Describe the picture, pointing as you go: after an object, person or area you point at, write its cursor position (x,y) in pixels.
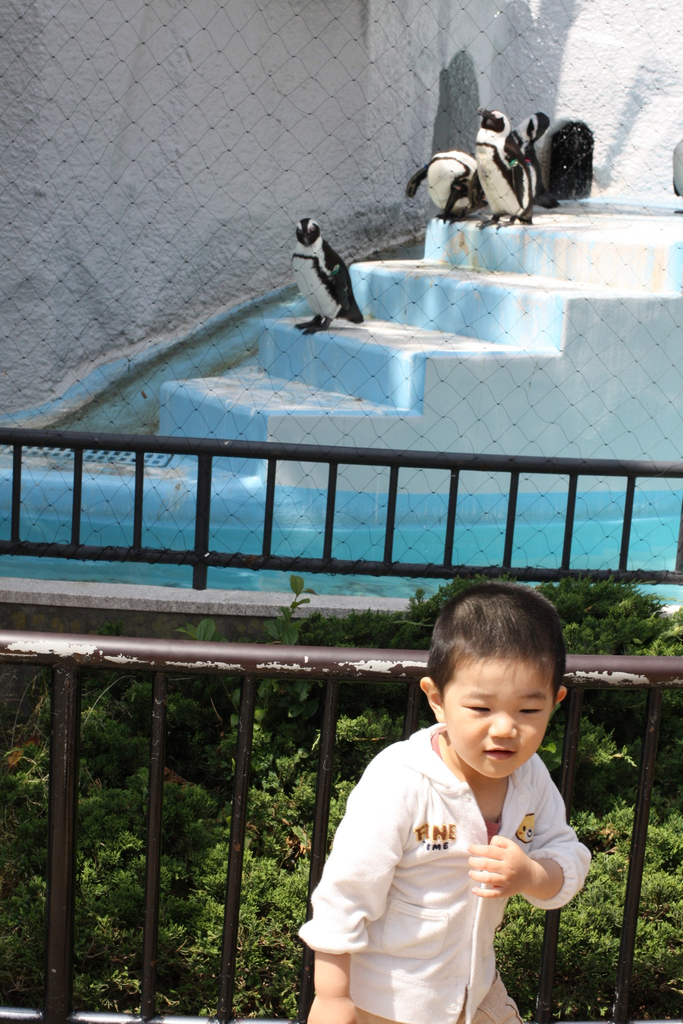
here is a child (476,732) in a white color shirt (417,848). Beside this child (403,788), there is an iron fence (60,746). Beside this iron fence (644,771), there are plants (282,740). Beside these plants (417,610), there is another iron fence (59,437). In the background (509,454), there is water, there are penguins (514,166) on the steps (309,353) and there is a wall (346,88).
